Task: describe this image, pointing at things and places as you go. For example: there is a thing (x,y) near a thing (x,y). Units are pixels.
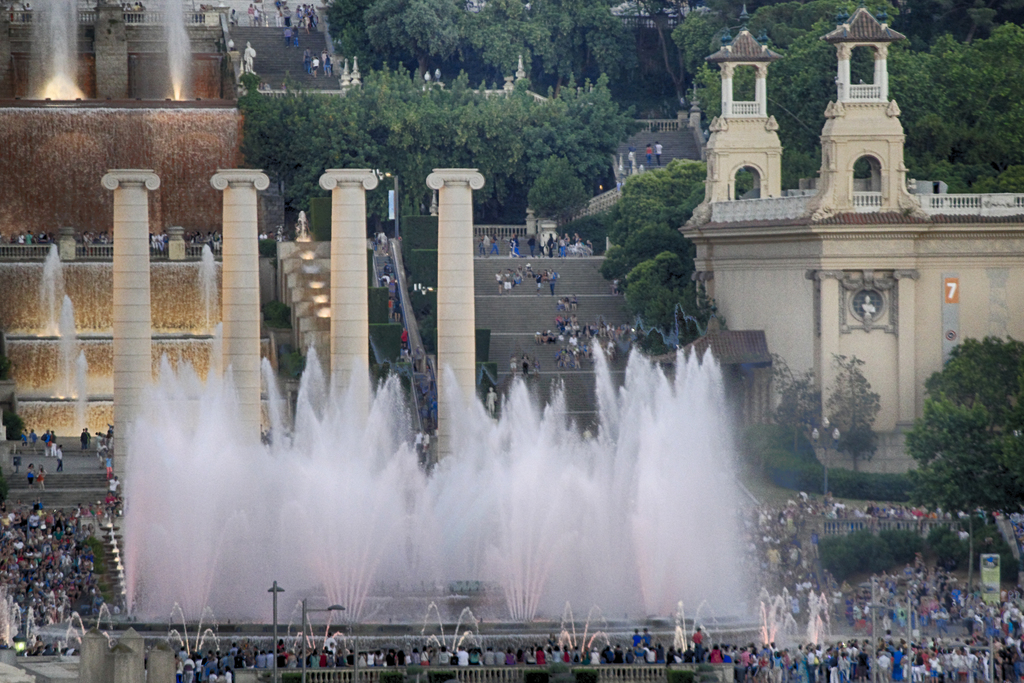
At the bottom (638,640) there are many people (966,681) and we can see fountains (287,486). In the background (55,412) there are people (501,274), fountains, water (164,205), steps (587,258), hoardings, light poles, fences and trees (535,30).
